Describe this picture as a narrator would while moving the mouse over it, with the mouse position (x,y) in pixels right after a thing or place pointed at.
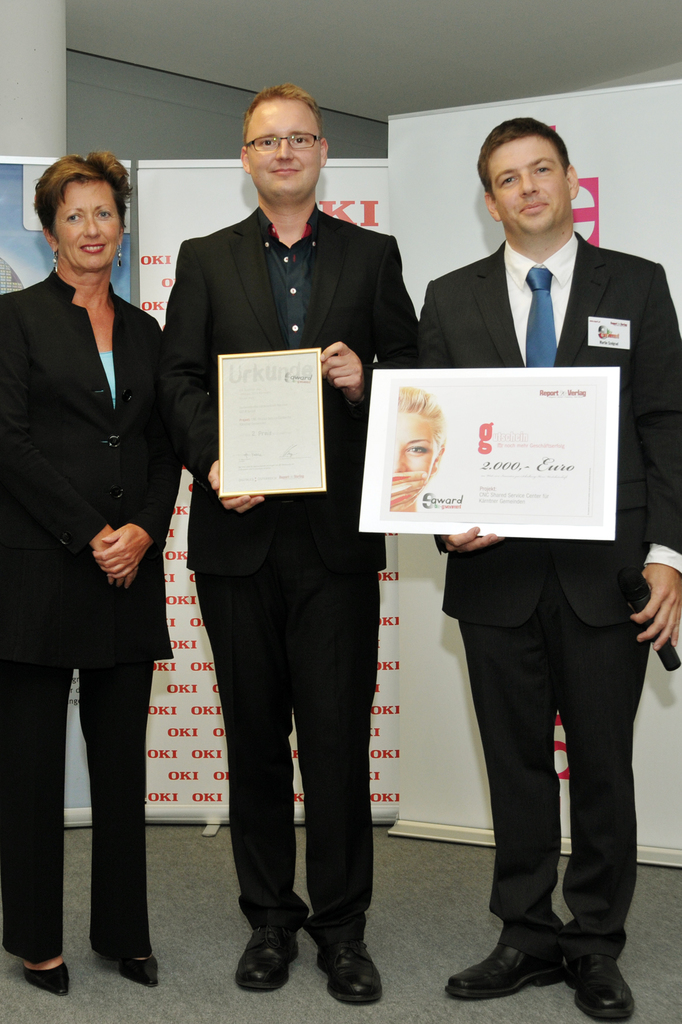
On the left side (50,200), there is a woman (34,297) in a suit (34,376), smiling and standing on the floor (74,907). In the middle of this image (347,442), there is a person (268,143) in a suit (242,228), smiling and standing. On the right side (539,248), there is a person (539,248) in a suit (511,547), smiling, holding a certificate (543,535) and standing on the floor (80,979). In the background (12,160), there are three banners (412,152) on the floor (82,967) and there is a white color ceiling (361,65).
